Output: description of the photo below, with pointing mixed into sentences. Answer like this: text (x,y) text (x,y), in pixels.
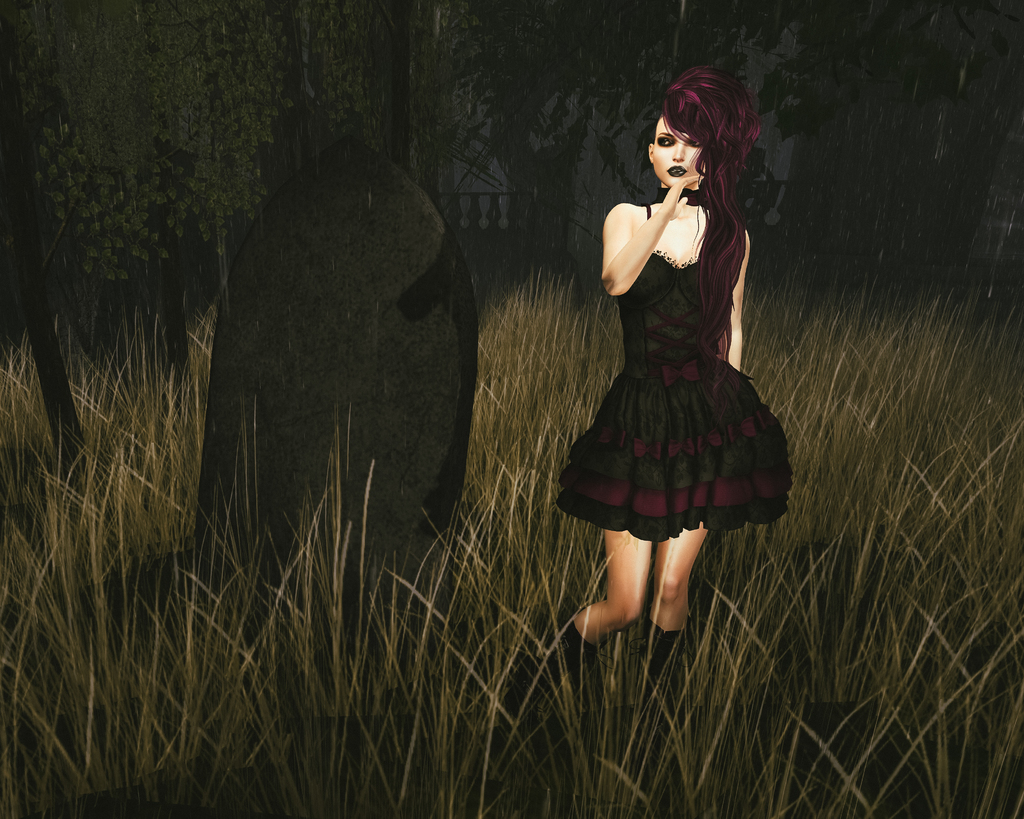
This is an animated image we can see a woman (644,484) is standing in the grass (625,722) and behind the woman (668,342) there are trees (922,171) and grass (501,435).
